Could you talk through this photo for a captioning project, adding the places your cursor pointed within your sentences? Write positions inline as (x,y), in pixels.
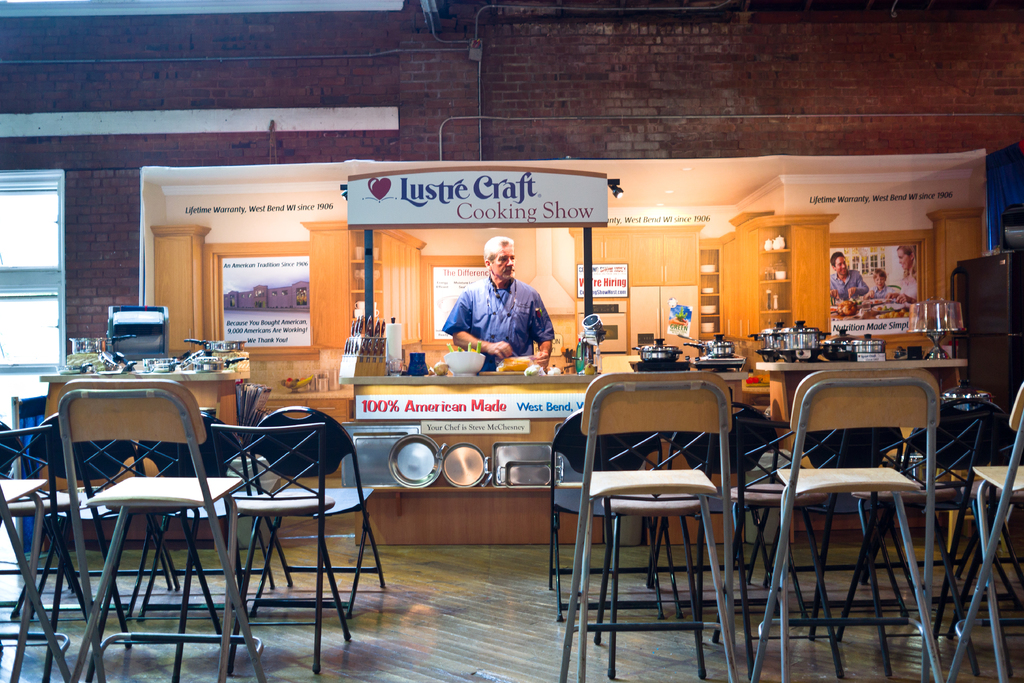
In the foreground (689,393) I can see chairs (700,380), kitchen cabinet (331,401) on which I can see vessels (471,352), kitchen tools (422,367) and stoves (793,353). In the background (464,199) I can see a board (470,227), person (467,307) is standing, window (57,223) and three persons (901,290). At the top (523,80) I can see a wall (508,67) of bricks (675,102). This image is taken may be during day.
